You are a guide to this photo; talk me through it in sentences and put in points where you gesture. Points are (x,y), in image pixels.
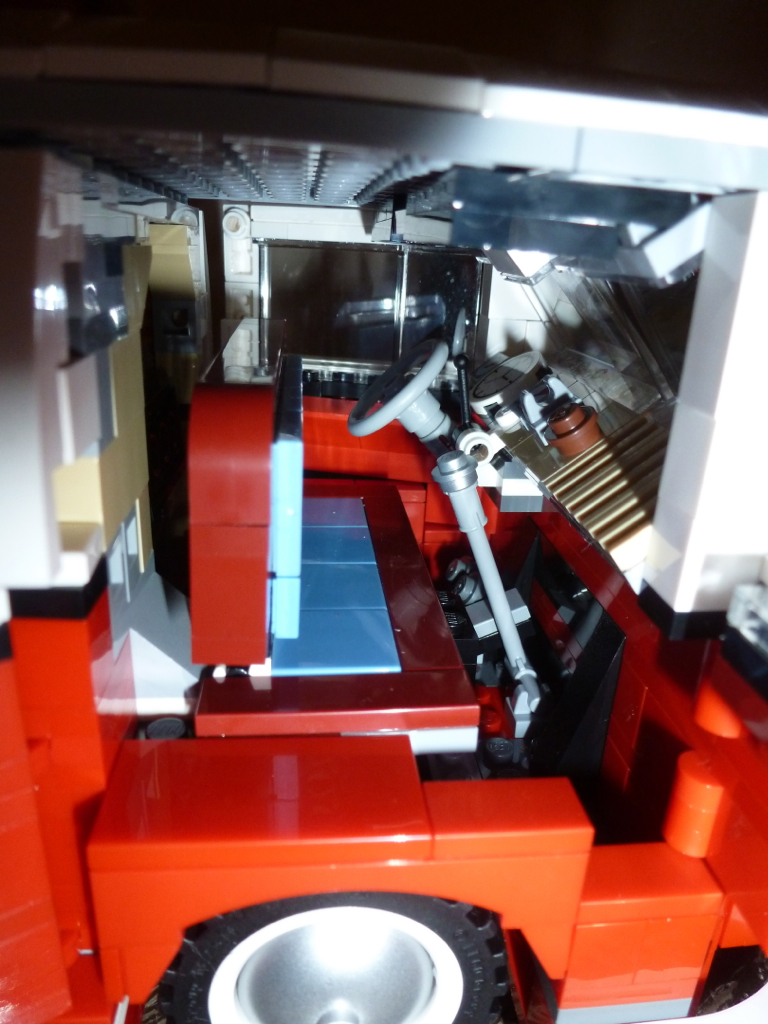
In this image I can see the driver compartment (463,570) of a vehicle (458,641) with a steering (401,358). I can see a wheel (483,1023) at the bottom of the image (376,950) I can see switches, a mirror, a light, other buttons (573,447) and other objects (399,560) in this image.
